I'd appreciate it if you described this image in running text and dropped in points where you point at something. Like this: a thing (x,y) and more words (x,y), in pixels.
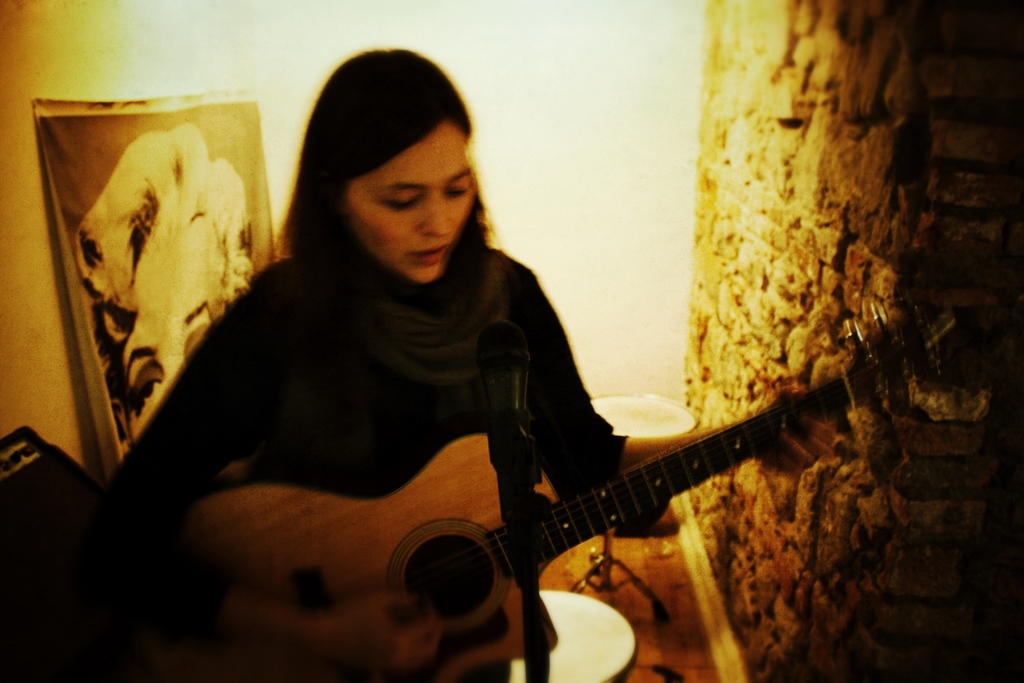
In this image there is a lady person (473,325) wearing black color dress (313,396) playing guitar (880,379) and in front of her there is a microphone (499,429).
